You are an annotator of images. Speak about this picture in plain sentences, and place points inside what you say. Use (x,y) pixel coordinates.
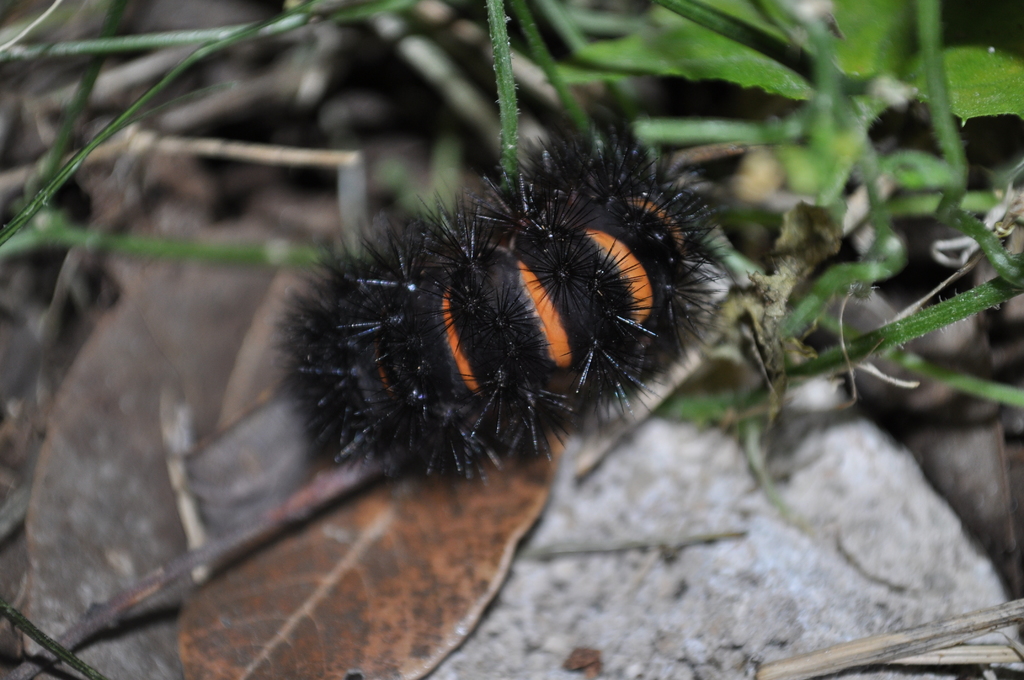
In this picture I can see an insect (453,282) on the rock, side there are some plants (504,104).
